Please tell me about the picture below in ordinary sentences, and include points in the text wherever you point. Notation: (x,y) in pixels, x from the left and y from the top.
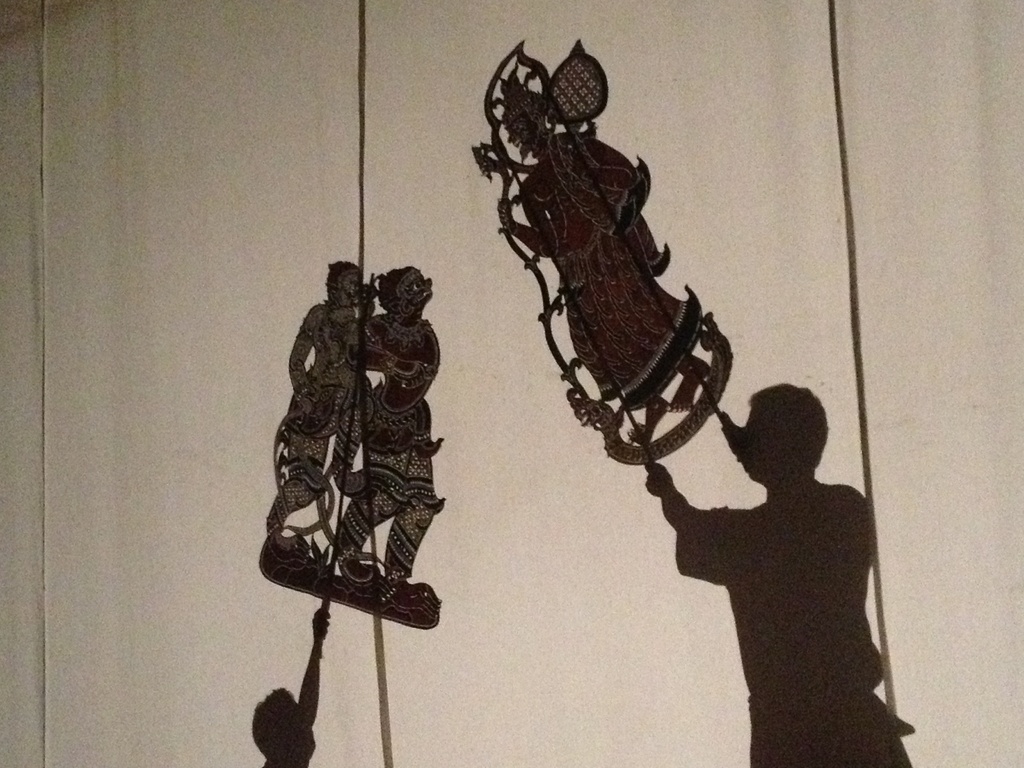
In this picture we can see a person (679,543) and a boy (278,764) playing puppet show at the backside of a curtain (725,83).
